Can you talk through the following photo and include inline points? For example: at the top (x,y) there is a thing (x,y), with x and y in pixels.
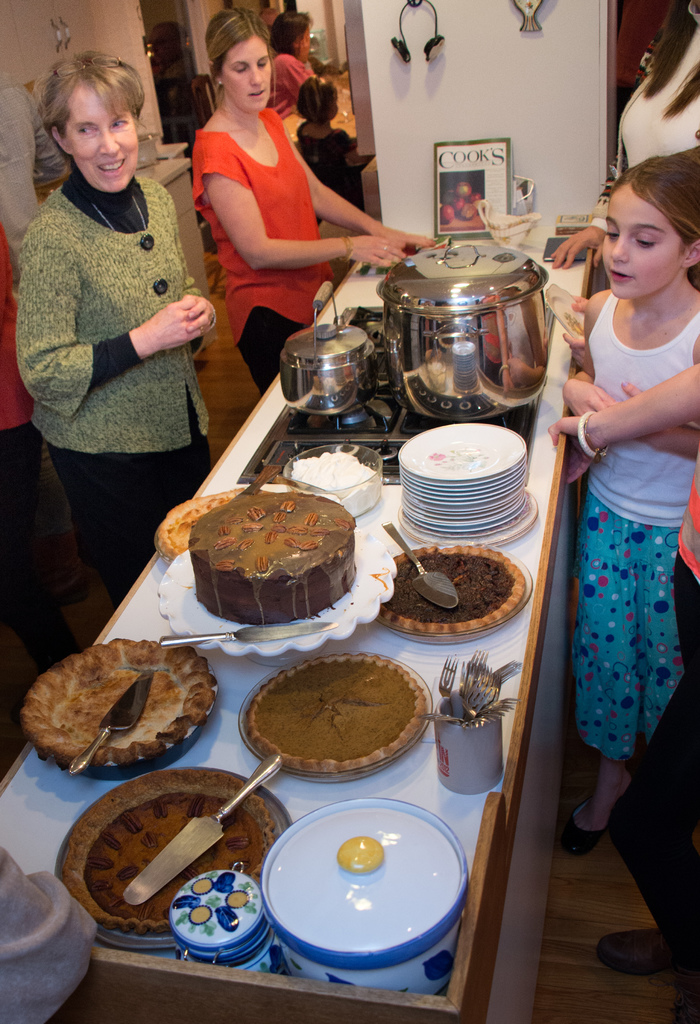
At the bottom of the image (11,849) on the table (410,1000) there are cakes (149,790), vessels (172,921), stove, plates (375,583), cup (475,737) with forks (466,699) and some other items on the table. On the right side (620,163) corner of the image there are few people (672,439) standing. And at the left top corner of the image (102,178) there are two ladies (228,291) standing. Behind them there are few people (290,25) and also there is a table (163,170) with few items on it.
